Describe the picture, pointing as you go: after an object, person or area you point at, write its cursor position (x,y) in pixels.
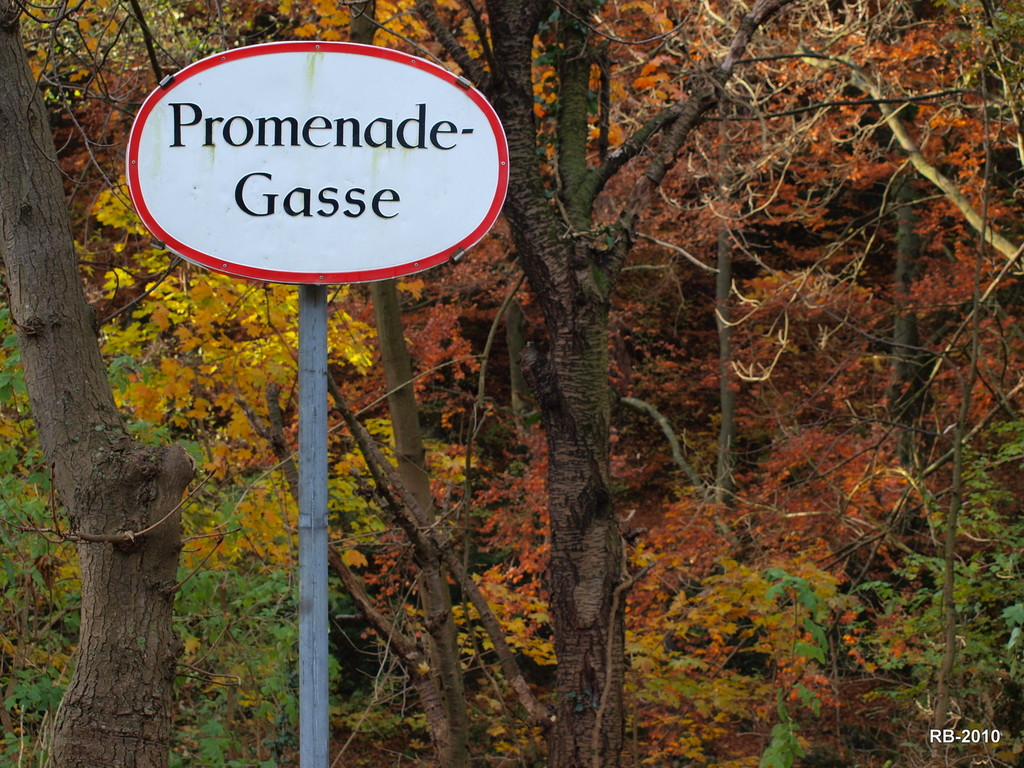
This picture is clicked outside. On the left (214,79) there is a white color board (334,172) attached to the pole (311,351) and we can see the text (337,188) on the board (296,254). In the background (595,634) we can see the trees (526,380) and plants (808,598). In the bottom right corner (977,730) we can see the text (962,737) and the numbers (962,734) on the image.
